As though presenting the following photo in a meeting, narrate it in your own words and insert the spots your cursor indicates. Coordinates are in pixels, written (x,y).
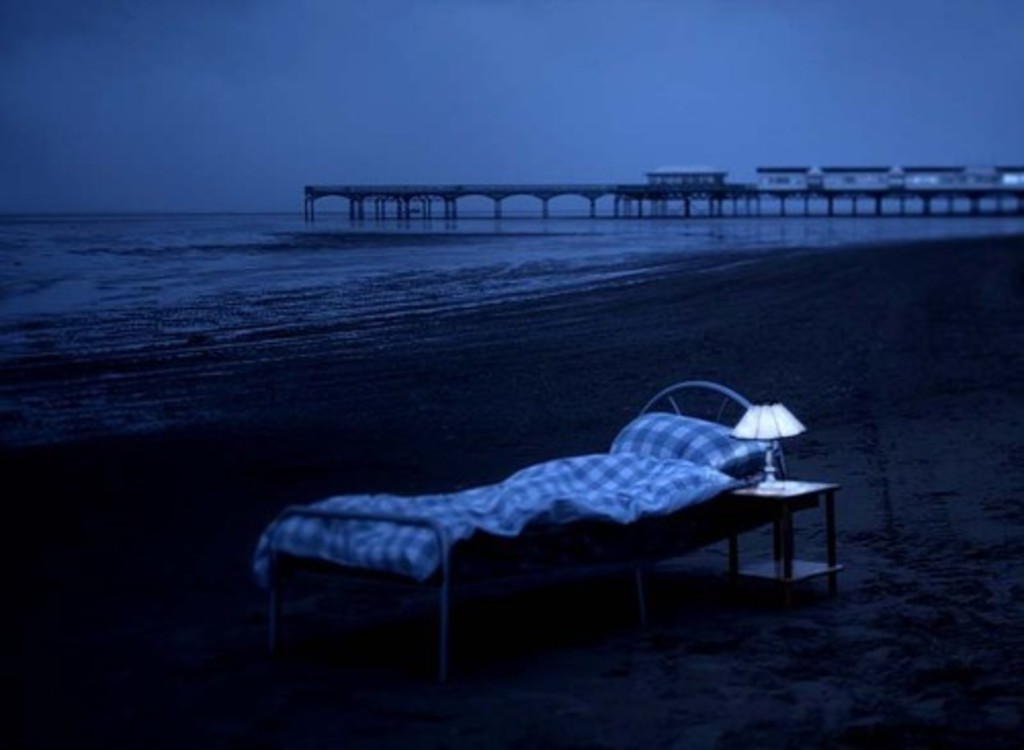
In this image there is water (331,265) in the background (233,267). At the bottom (707,638) there is sand (793,464) on which there is a bed (711,505). Beside the bed (701,522) there is a lamp (776,467) on the table (779,486). It seems like an ocean (456,247). There is a bridge (622,205) on the water (491,225). At the top (472,111) there is the sky (460,98). This image is taken during the night time.
